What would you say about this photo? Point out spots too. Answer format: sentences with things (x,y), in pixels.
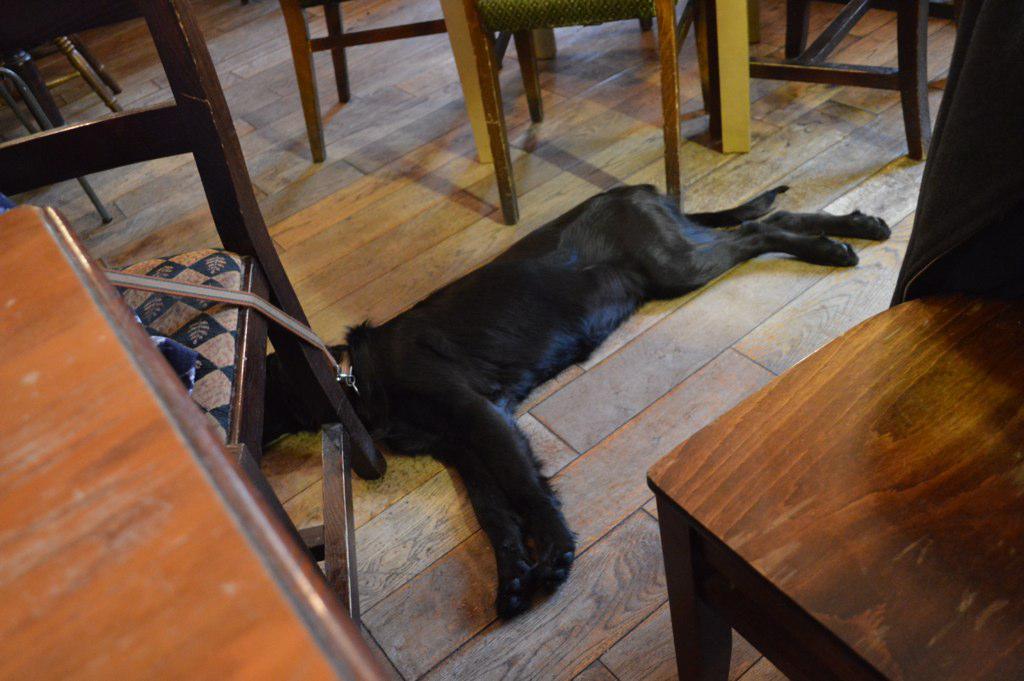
In the center (579,334) we can see dog (476,364). Around dog (745,243) we can see tables (341,667), chairs (536,98) etc.
